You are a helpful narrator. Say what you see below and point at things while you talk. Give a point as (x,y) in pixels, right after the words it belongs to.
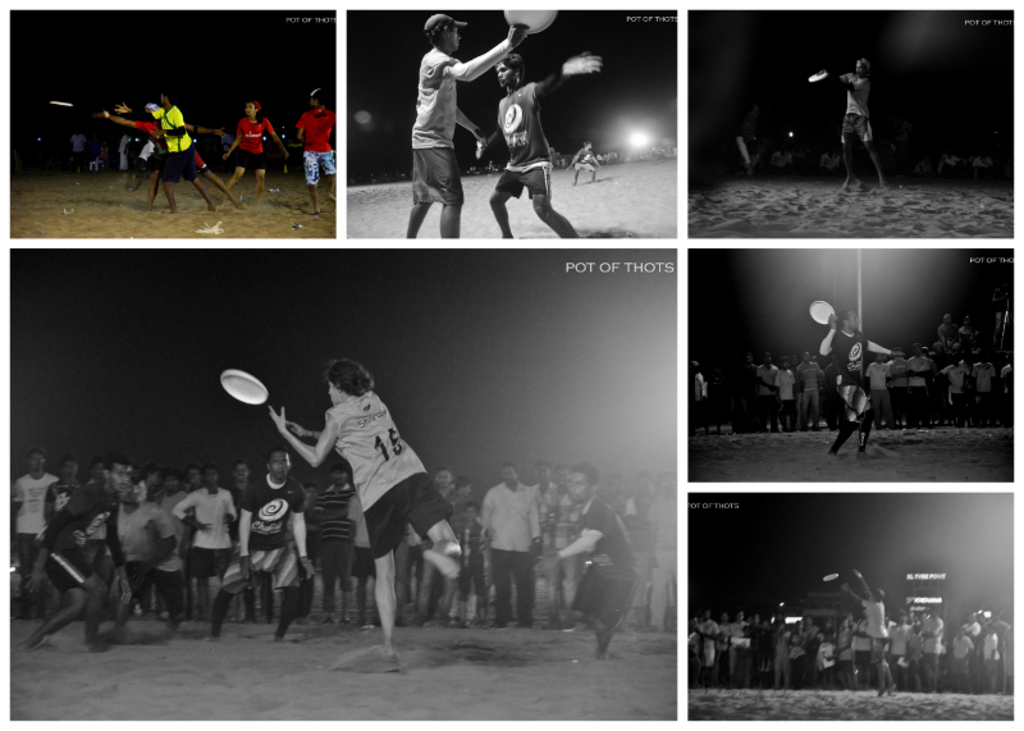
This is a collage image. At the top left corner (140,125) we can see colored image remaining all are black and white image. In this picture we can see a group of people (372,554), some of them are playing and also we can see ground (302,193), sky (617,143), lights (784,604), building (920,577), some text (733,507).
